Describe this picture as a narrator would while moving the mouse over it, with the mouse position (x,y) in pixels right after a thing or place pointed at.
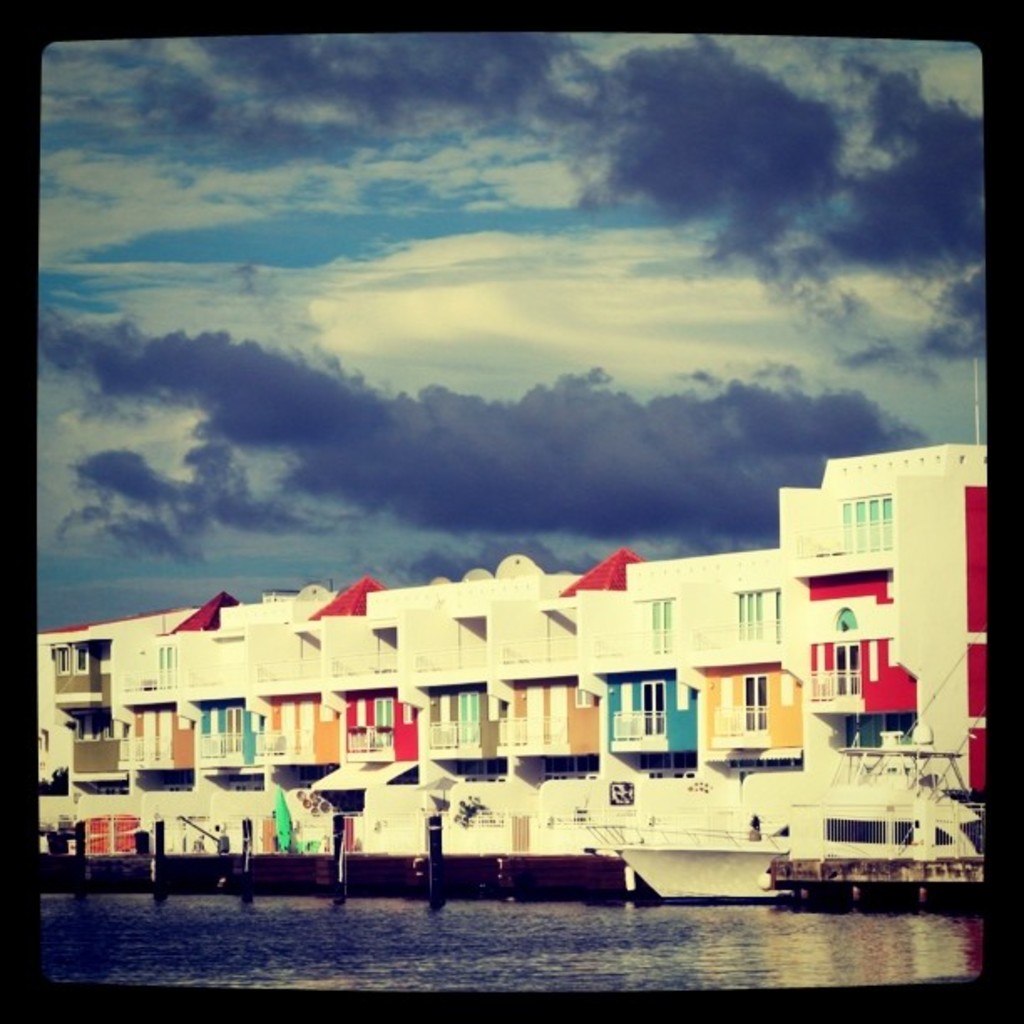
In this image in the front (245,964) there is water (343,947). In the background (371,826) there is a ship (720,842) and there are buildings (260,718) and the sky (644,345) is cloudy.
